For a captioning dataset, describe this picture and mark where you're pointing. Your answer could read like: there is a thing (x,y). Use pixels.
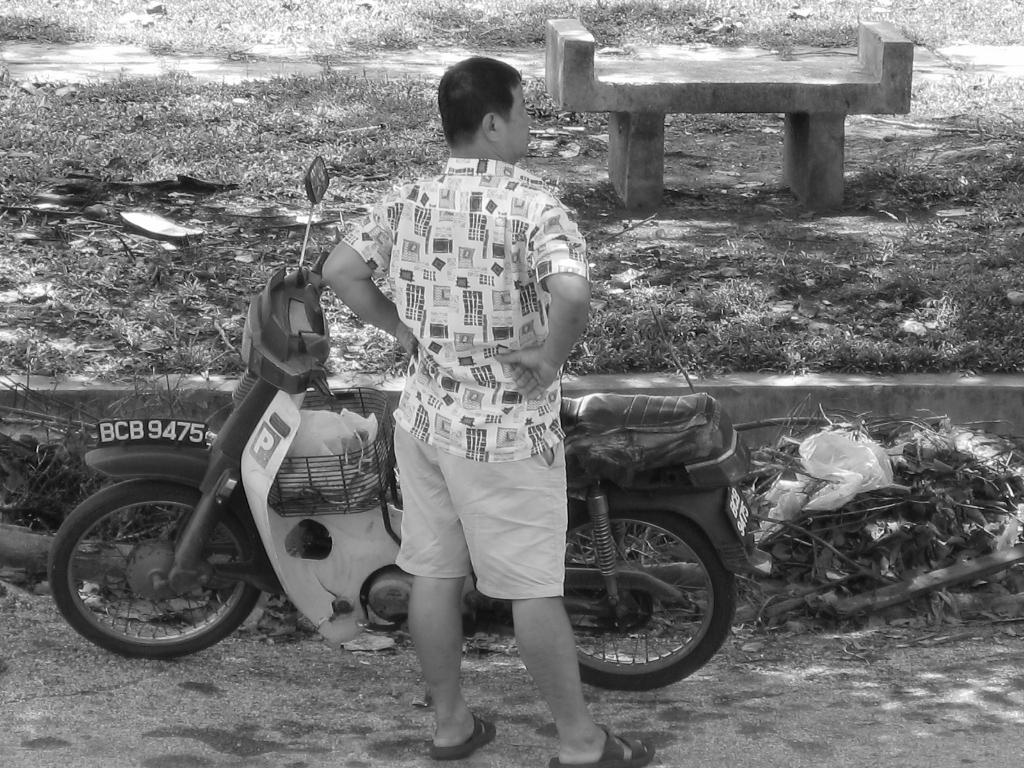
Here in this picture we can see a person (479,351) standing on the ground (396,744) and in front of him we can see a scooter (385,448) present and we can see some part of ground (179,278) is covered with grass (179,278) and we can also see a bench (875,97) present on the ground (562,173).
